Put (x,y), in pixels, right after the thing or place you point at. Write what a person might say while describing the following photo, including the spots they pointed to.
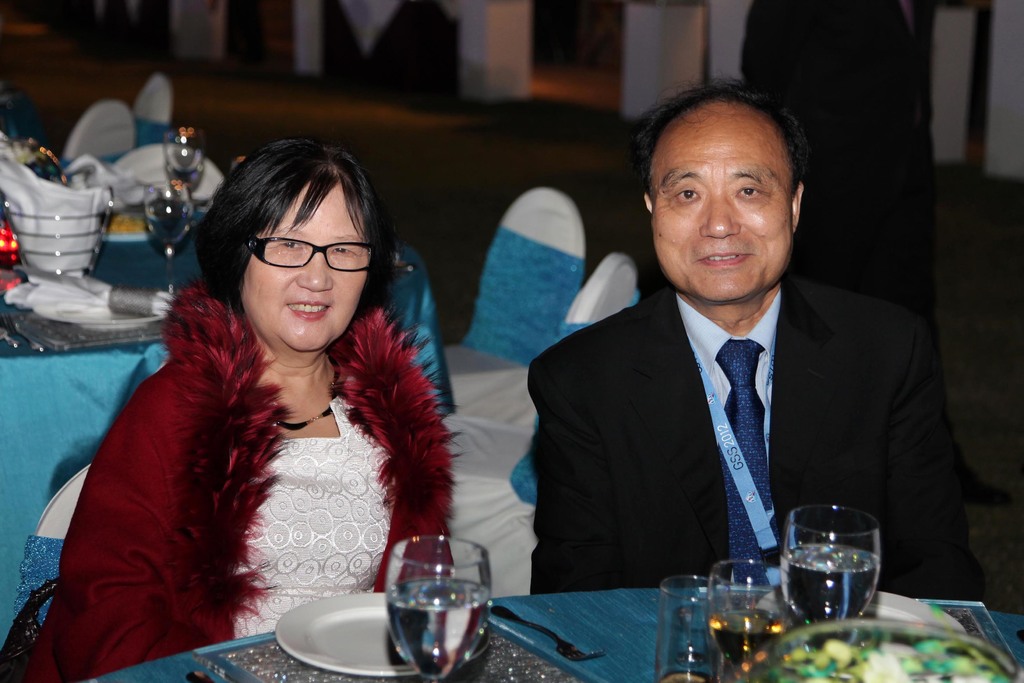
In the image we can see a man (659,349) and a woman (309,402) wearing clothes (356,457) and they are smiling. They are sitting on a chair (473,488), this is a neck chain (315,419) and spectacles (265,255). In front of them there is a table (582,628). On the table (581,641) we can see a plate (339,652), fork (567,652), glass (671,630) and wine glasses (807,588). This is a floor (471,171) and these are the tissue papers (54,300).
